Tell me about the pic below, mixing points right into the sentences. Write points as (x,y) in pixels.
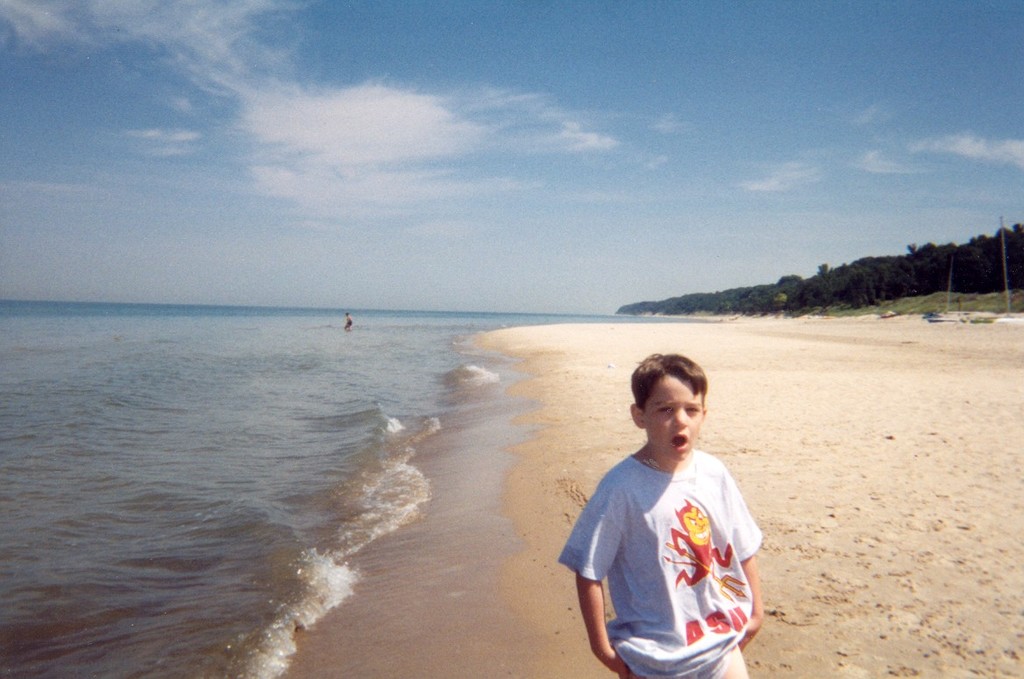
In this picture I can see there is a boy (722,548) standing on the right side (732,510) and there is a man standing behind him, there is an ocean (111,372) at left (56,360) and there is a mountain (942,288) at right side (867,289), there are trees (804,289) on the mountain (812,299) and the sky (549,153) is clear.
